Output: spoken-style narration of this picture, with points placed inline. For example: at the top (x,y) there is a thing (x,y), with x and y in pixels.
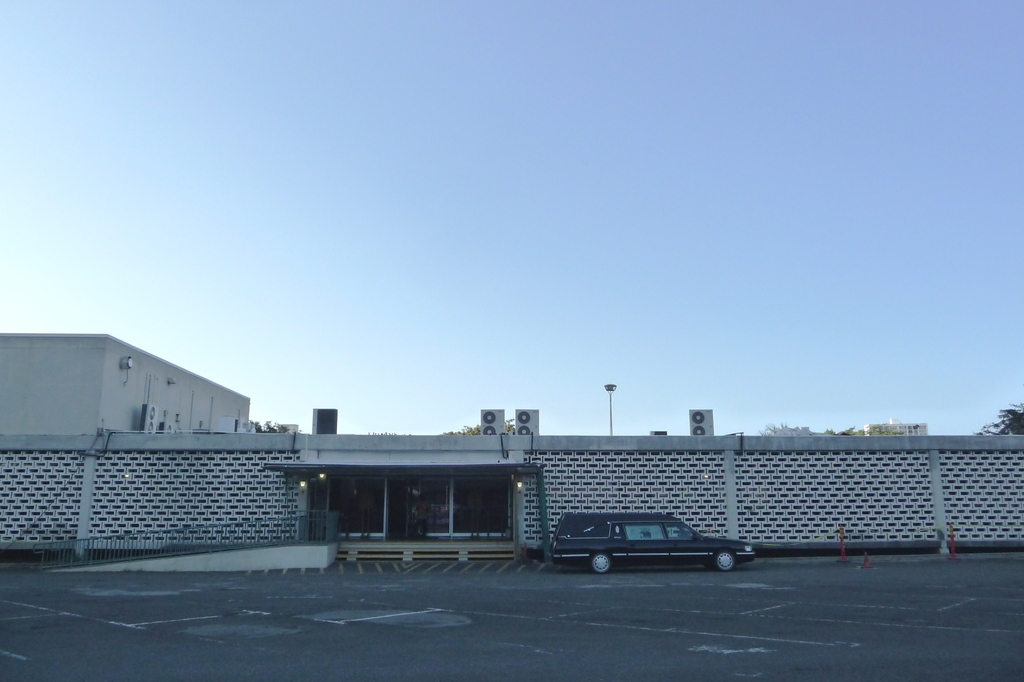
In this image, we can see buildings (815,441), trees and we can see lights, a pole (611,415) and there are glass doors (497,510) and some people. At the bottom (633,565), there is a vehicle (746,554) some traffic cones (870,567) on the road (602,624). At the top (351,214), there is sky (248,197).
